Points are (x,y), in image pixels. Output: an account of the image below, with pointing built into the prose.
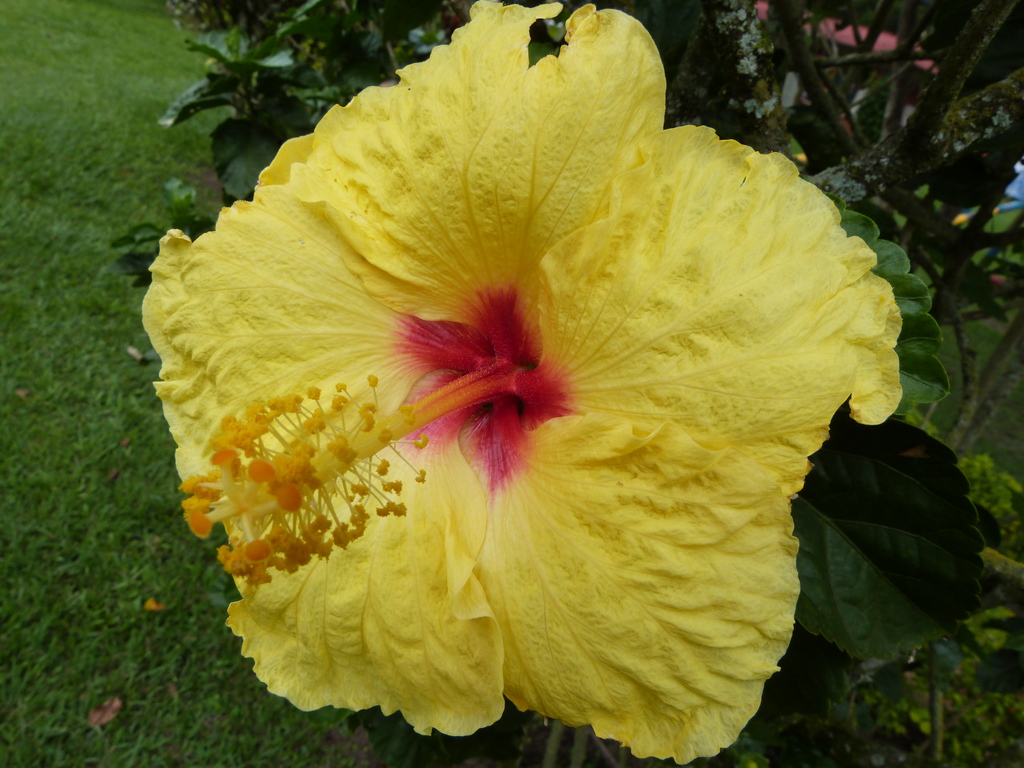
In this picture I can see there is a shoe flower (530,324) and there's grass (83,556) on ground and there is a plant (969,485) on to right (969,485).
